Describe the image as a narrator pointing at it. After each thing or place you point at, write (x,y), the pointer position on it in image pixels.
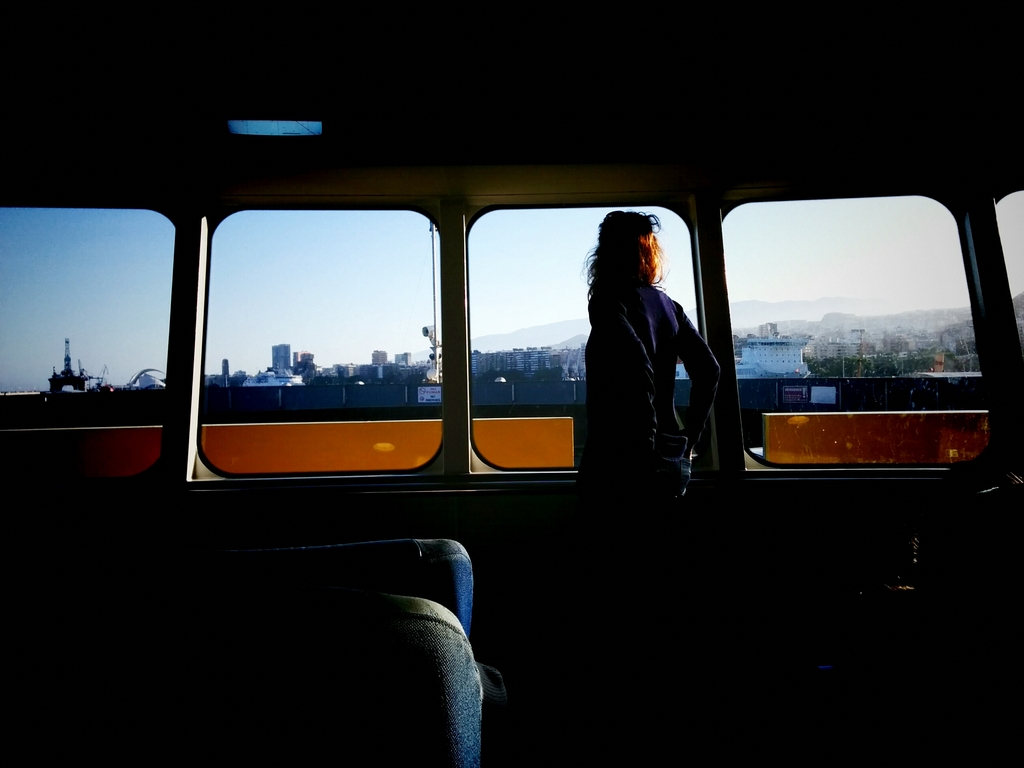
In the middle of the image (676,321) a person (622,213) is standing in the vehicle (508,184) and there are some glass windows (395,223). Through the glass windows (51,356) we can see some buildings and sky (507,327).
